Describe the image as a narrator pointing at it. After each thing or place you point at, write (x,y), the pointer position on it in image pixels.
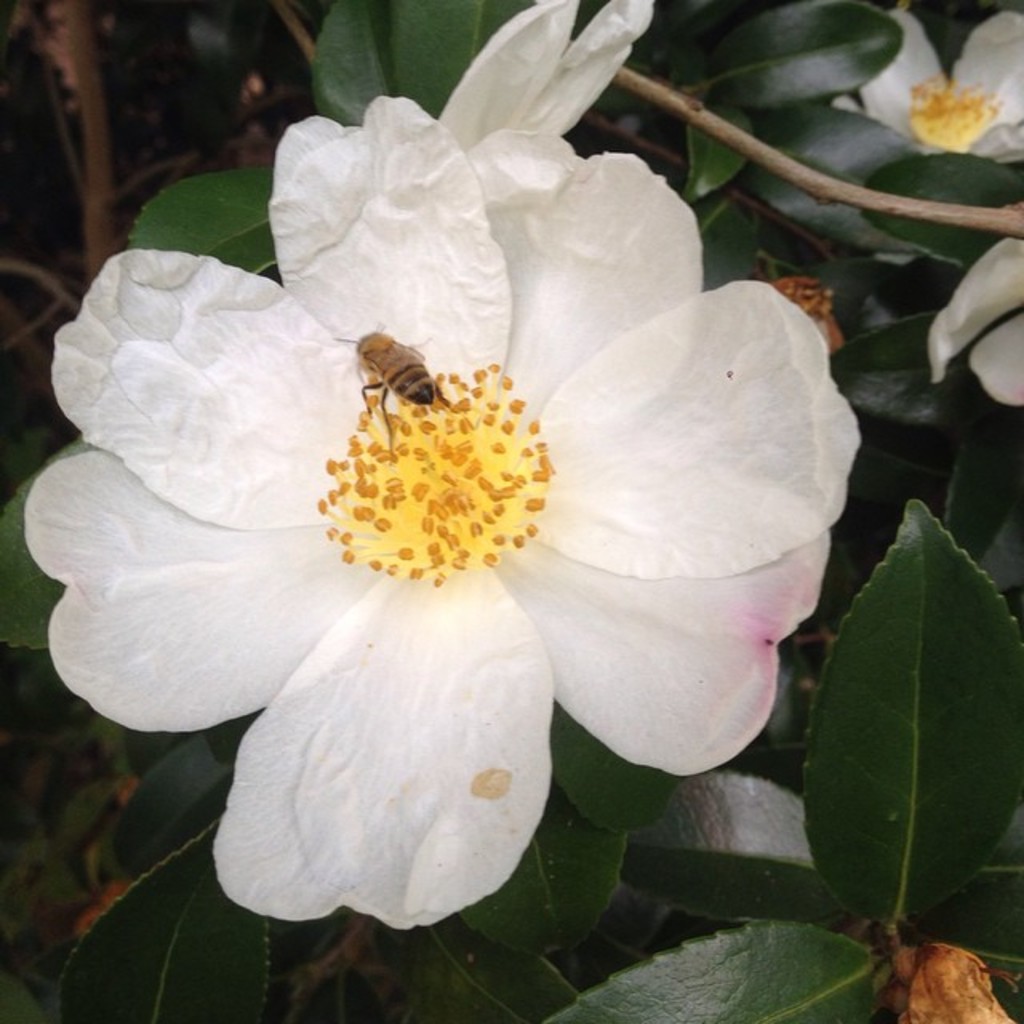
In this image there is a bee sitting on flower (405,549) which is on the plant (643,806).
